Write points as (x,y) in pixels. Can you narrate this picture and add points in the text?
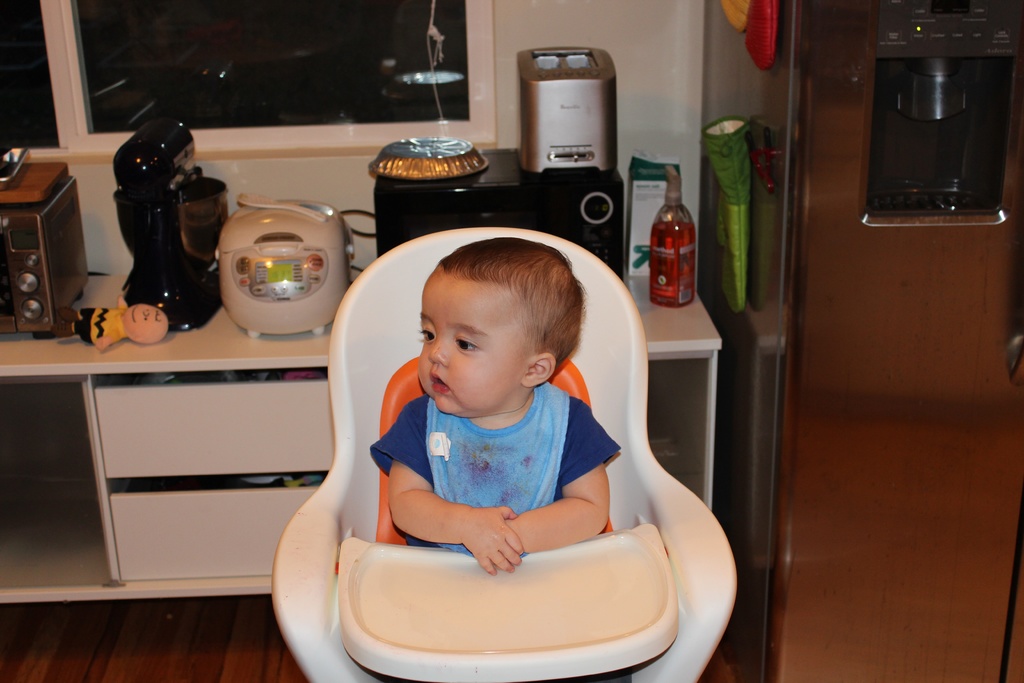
In this image there is a child (483,339) seated in his chair (611,357), behind the child (440,434) there are a few objects (228,249) on the table (261,397).
